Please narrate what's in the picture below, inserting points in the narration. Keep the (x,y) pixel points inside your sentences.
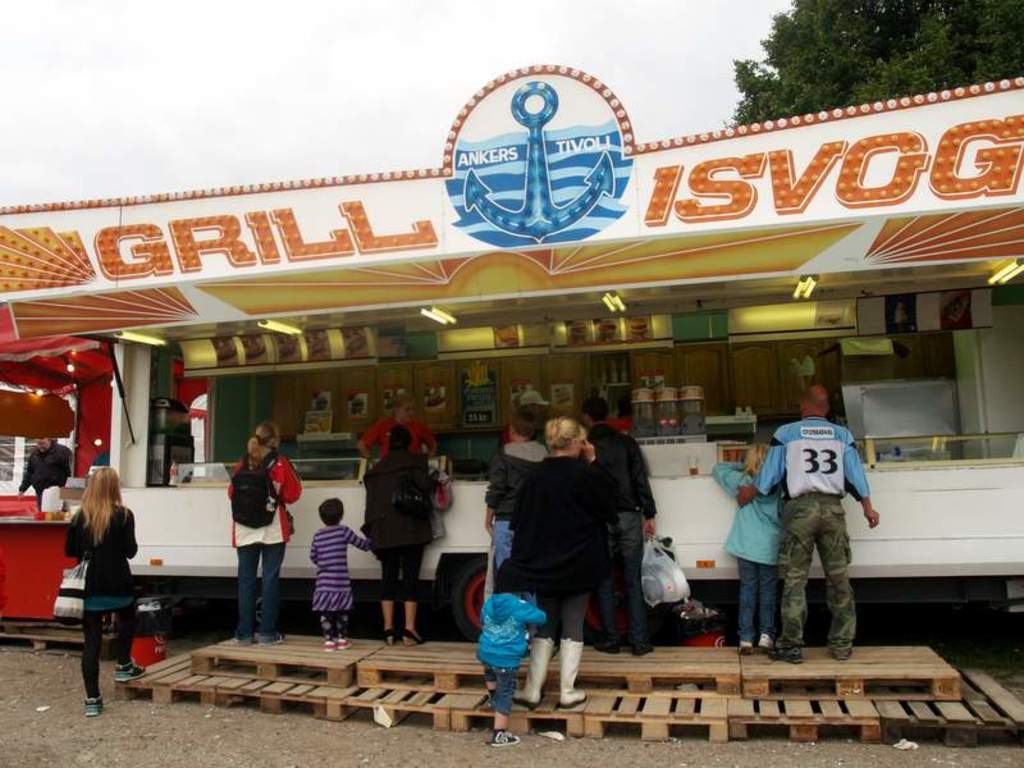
In this image we can see a food truck (174,321) with a name board (281,284) and a logo (510,182) on it. We can also see some containers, food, ceiling lights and some people (418,432) standing inside the truck (427,404). On the bottom of the image (545,652) we can see a group of people (545,653) standing on the wooden stage (396,672). In that a person (632,597) is holding a cover (674,583). We can also see some cylinders (702,622) beside it. On the backside (302,86) we can see a tree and the sky (312,69) which looks cloudy.
